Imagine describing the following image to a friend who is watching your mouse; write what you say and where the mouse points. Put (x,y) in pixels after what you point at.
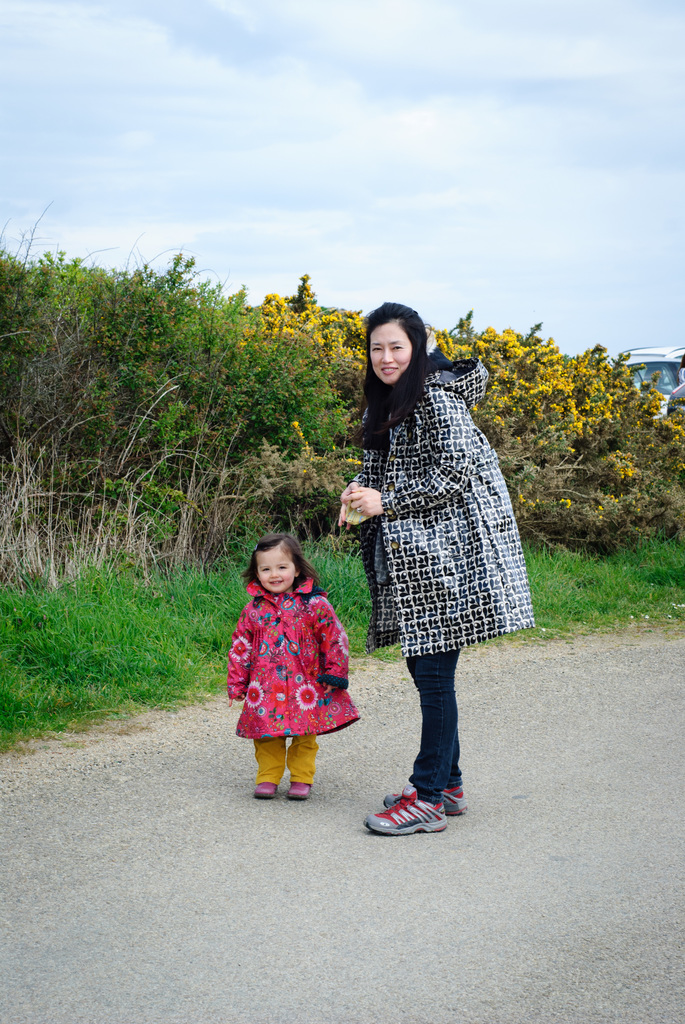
In this image there is a woman (412,559) and a child (257,569) standing with a smile on their face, behind them there are trees (285,394), plants (310,411) and flowers (637,403). In the background (654,353) there is like a vehicle (668,358) and the sky (267,207).
